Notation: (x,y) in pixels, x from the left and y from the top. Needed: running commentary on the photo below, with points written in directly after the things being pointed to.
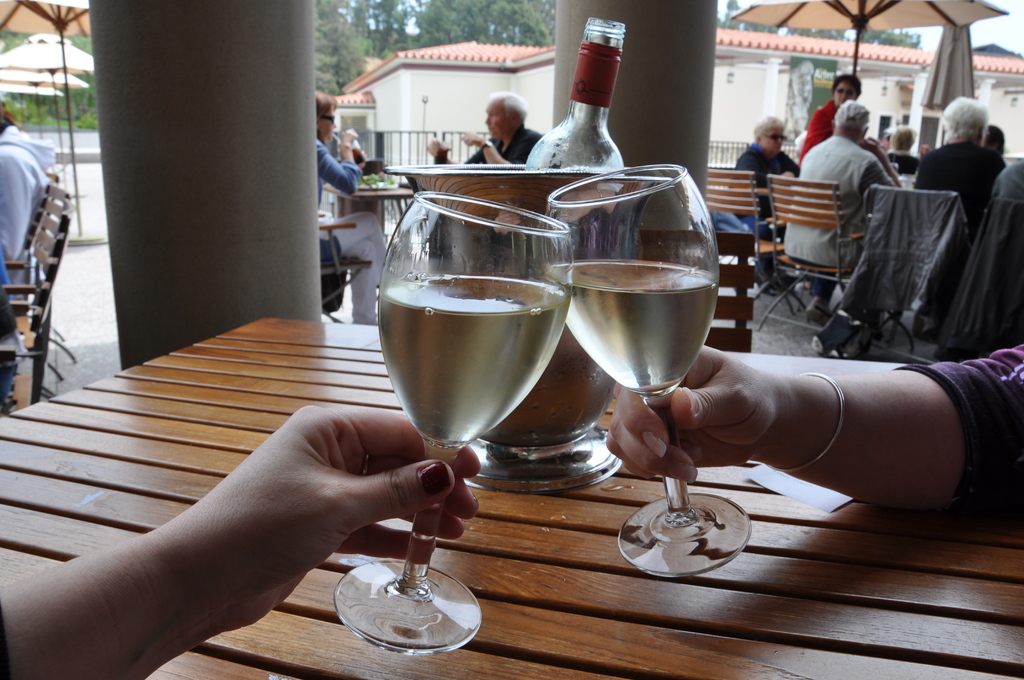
In this image we can see human hands (783,376) holding wine glasses (637,318) in the middle of the image (458,340). In the background (859,168) we can see persons (868,177) sitting on the chairs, pillars (278,119), buildings (475,61), grill (370,153), beverage bottles (619,38), parasols (50,90), trees (368,5) and sky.
